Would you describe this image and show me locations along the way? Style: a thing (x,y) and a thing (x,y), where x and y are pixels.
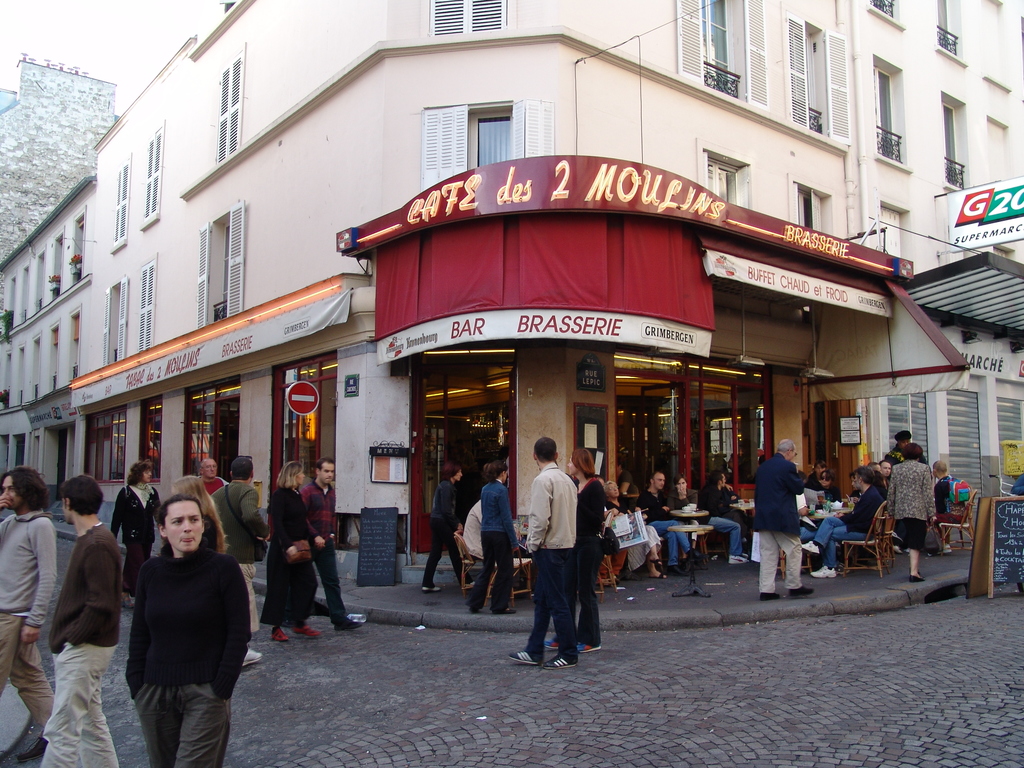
In this picture I can see group of people (21,611) standing, there are group of people (866,480) sitting on the chairs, there are tables (695,545), boards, and in the background (1014,43) there are buildings (721,9).
